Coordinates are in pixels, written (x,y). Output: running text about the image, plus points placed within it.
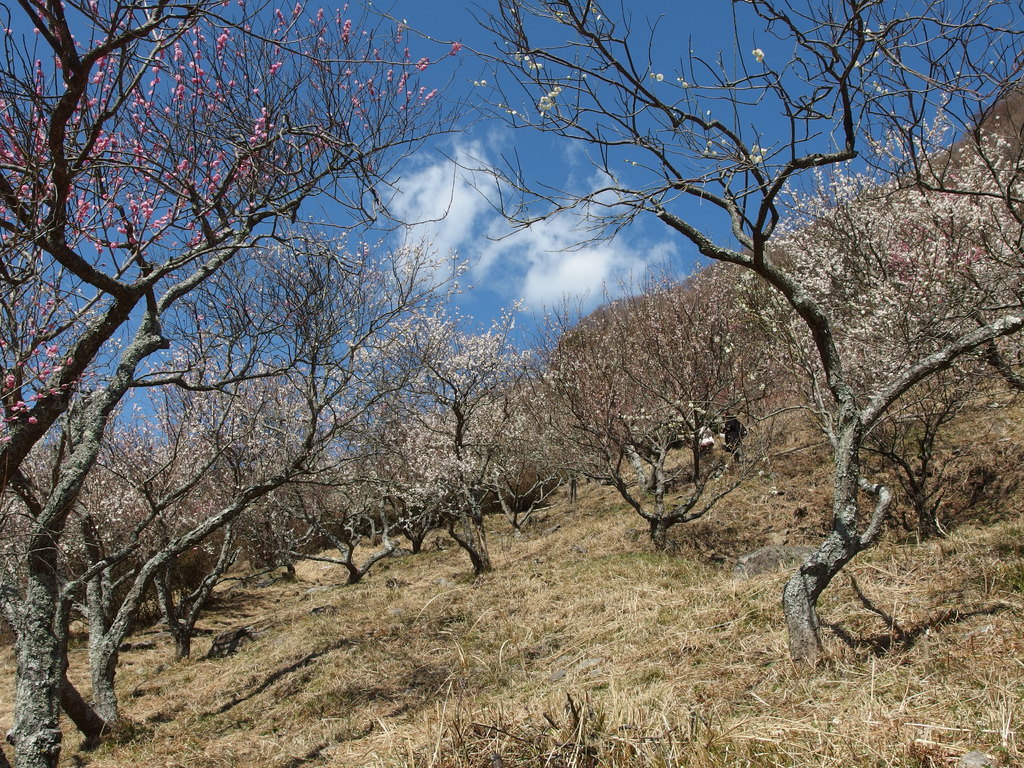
In this image I can see the ground (587,553), some grass (561,565) on the ground (589,679), few trees (468,473) and few flowers (912,300) to the trees (926,297) which are pink and white in color. In the background (716,182) I can see the sky (500,276).
